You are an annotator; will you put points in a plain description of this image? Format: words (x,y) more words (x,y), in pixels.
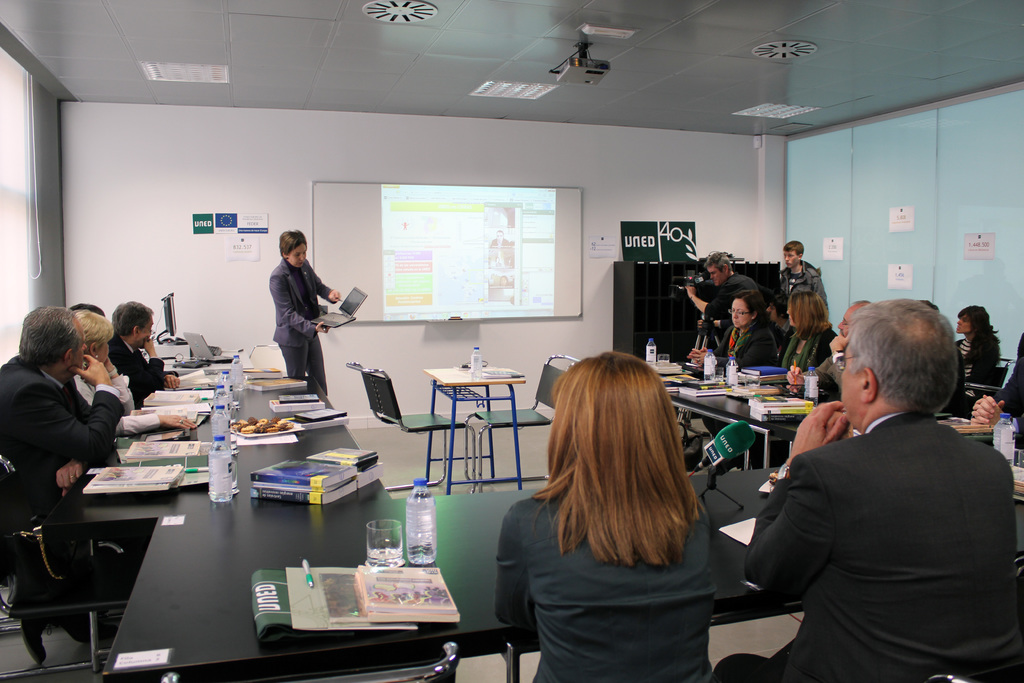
In this picture there are a group of people (847,387) sitting and there are few people (302,282) standing and there is a projector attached to the ceiling (638,126) and there is a projector screen (455,264) over here.
